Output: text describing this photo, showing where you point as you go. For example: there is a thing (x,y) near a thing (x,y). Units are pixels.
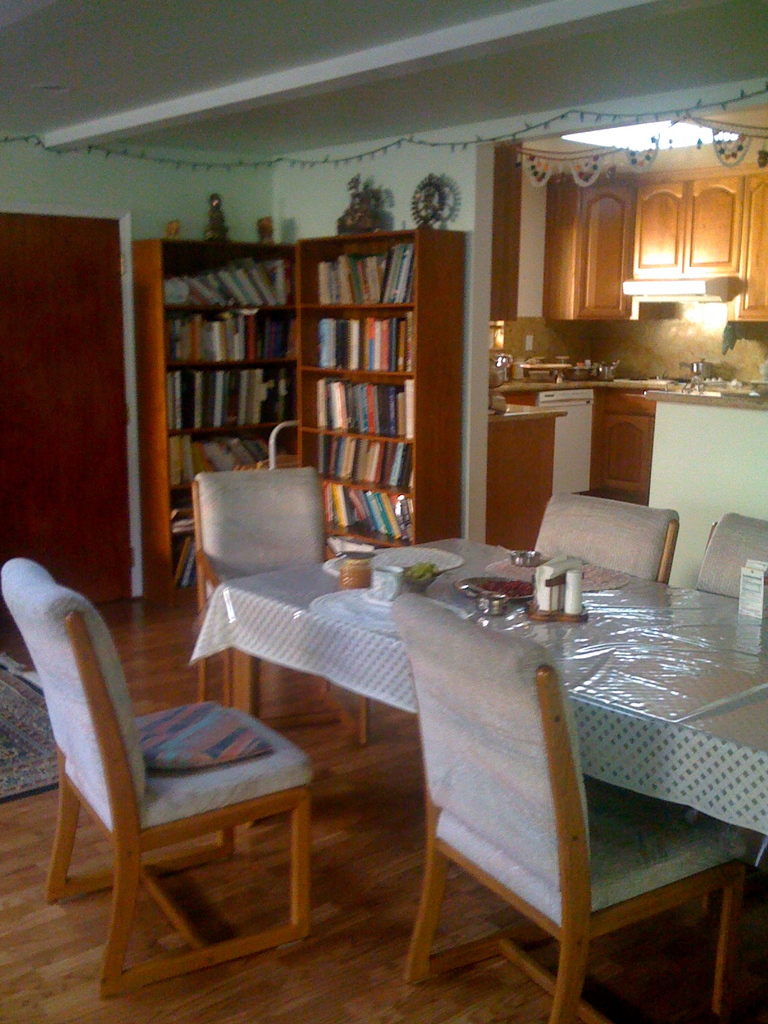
Here we can see chairs (547,543) and some objects (563,570) on the table (695,641) and we can see mat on the floor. Background (257,374) we can see books (205,296) in racks (190,313), above these racks (317,237) we can see objects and we can see objects (569,372) on shelves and cupboards (559,287).
